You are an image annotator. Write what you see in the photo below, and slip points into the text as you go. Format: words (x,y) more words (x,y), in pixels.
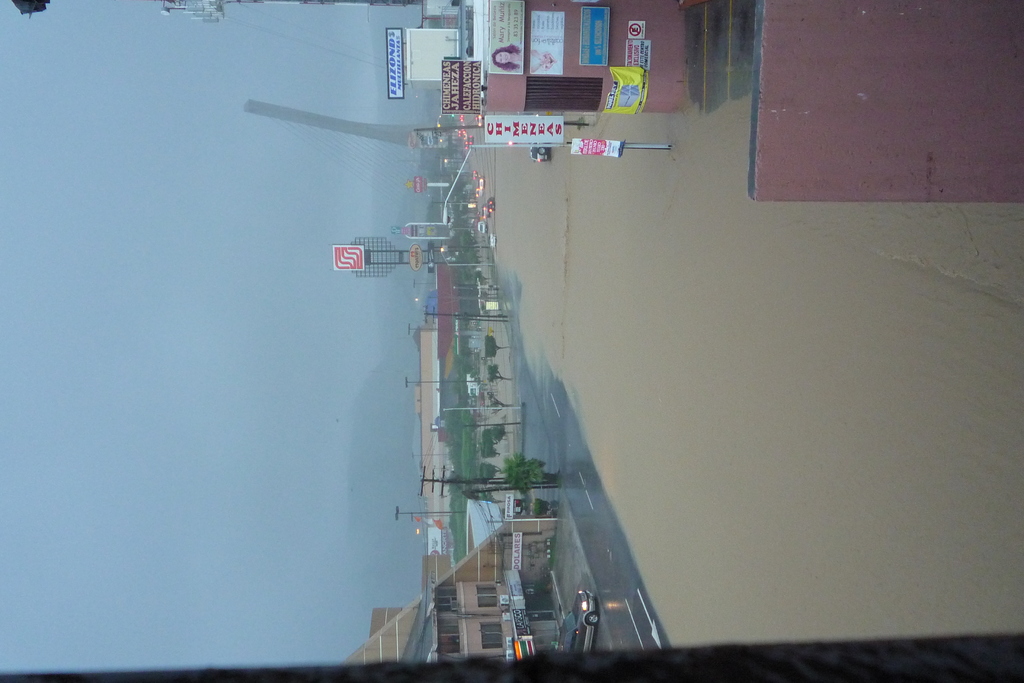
In this image I can see number of buildings (647,18), boards (550,139), trees (463,233), poles (433,316) and lights (456,177). I can also see road (586,447) and on this road (611,572) I can see number of vehicles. I can also see something is written on these boards (511,139).
